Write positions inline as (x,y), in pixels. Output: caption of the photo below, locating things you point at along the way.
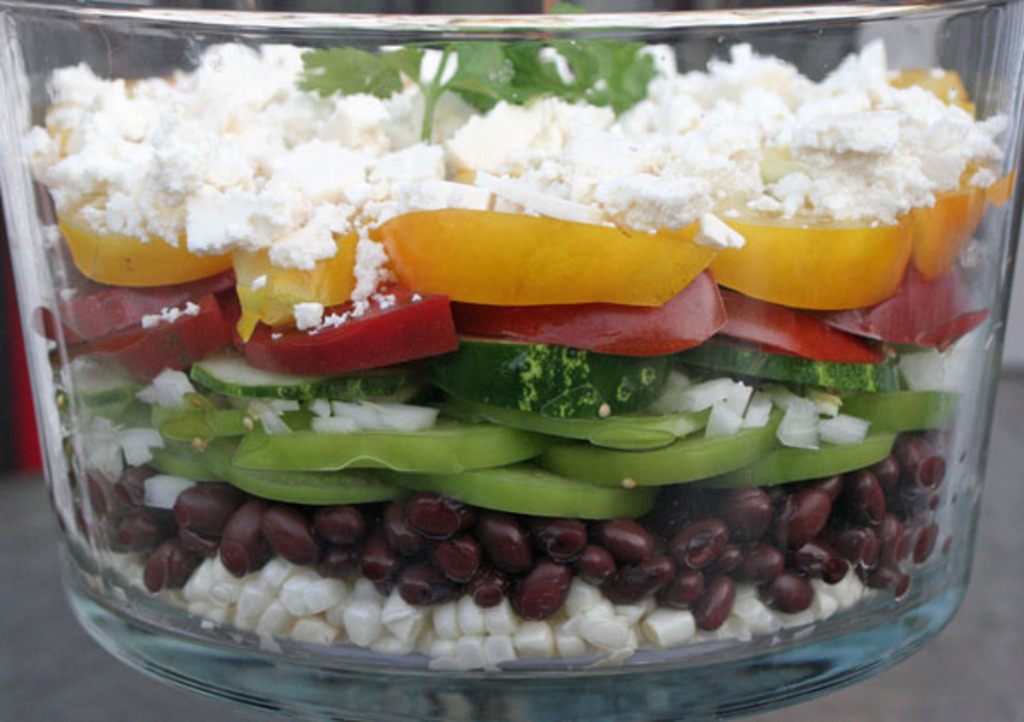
In this image I can see a glass container (905,46) and food (772,149) is inside it. Food (685,98) is in white, green, yellow, red and brown color.
